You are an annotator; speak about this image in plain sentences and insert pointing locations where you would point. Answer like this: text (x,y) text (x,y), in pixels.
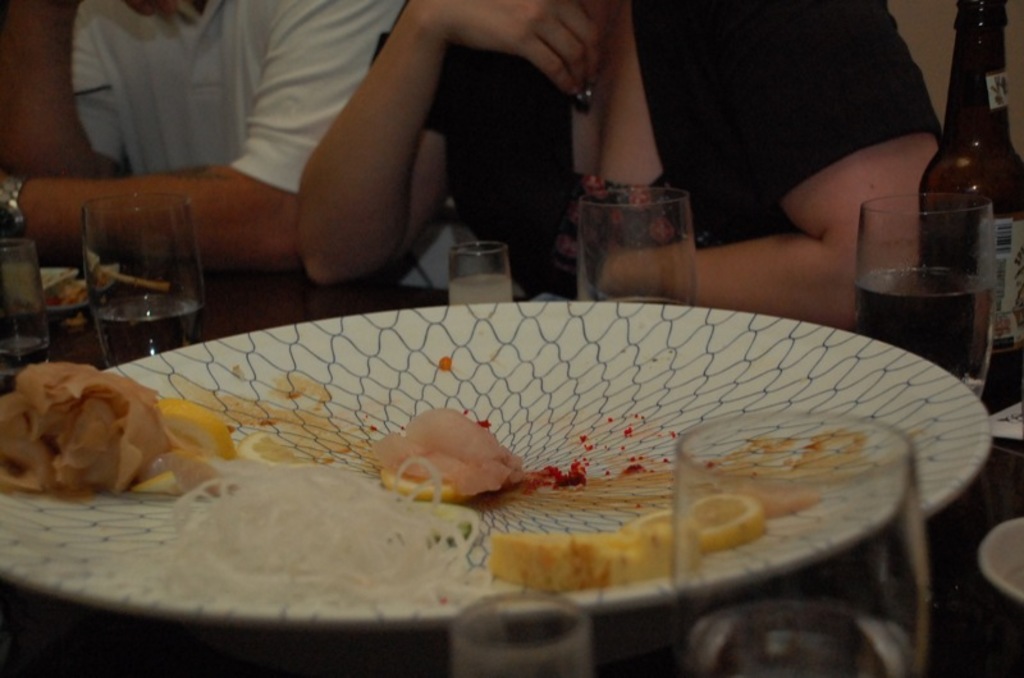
This image consists of a plate (532,451), glass (700,547), bottle (1014,212) on the right side (939,240). There are eatables (294,540) on the plate (154,574). There are two persons (357,190) on the top (345,121). One is man (304,138) other one is woman (533,163). Man (276,203) is wearing white shirt (238,90), woman (491,223) is wearing black shirt (689,162).
